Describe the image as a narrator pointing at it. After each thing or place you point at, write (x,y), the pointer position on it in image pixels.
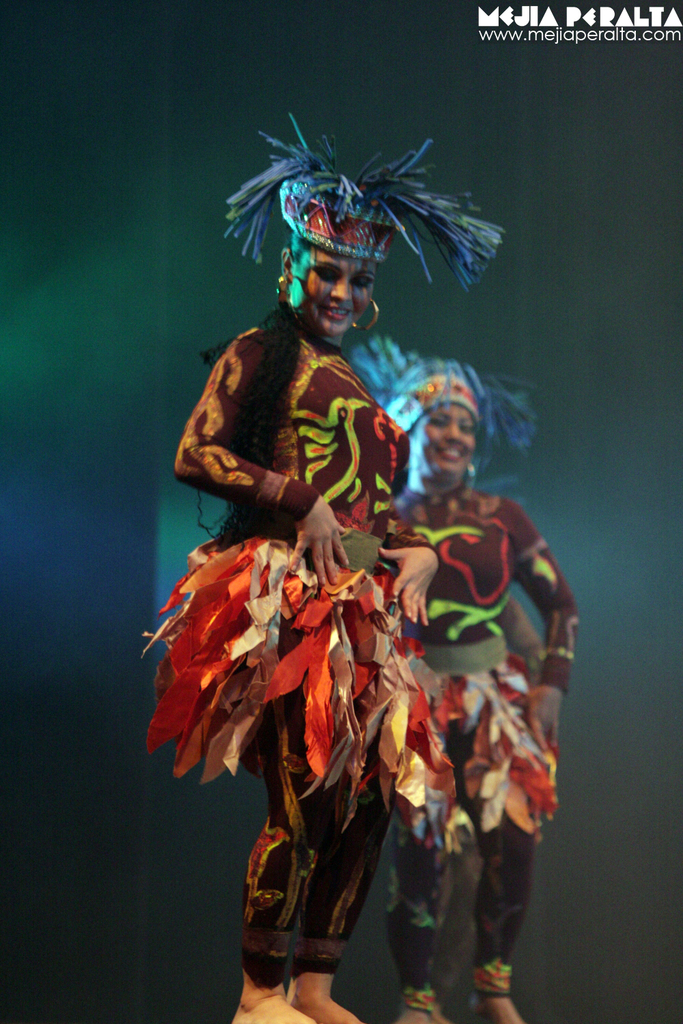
This image consists of two women (446,697) wearing costumes (446,697) and dancing. The hair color is black. The dress (354,458) is in brown and red color.
